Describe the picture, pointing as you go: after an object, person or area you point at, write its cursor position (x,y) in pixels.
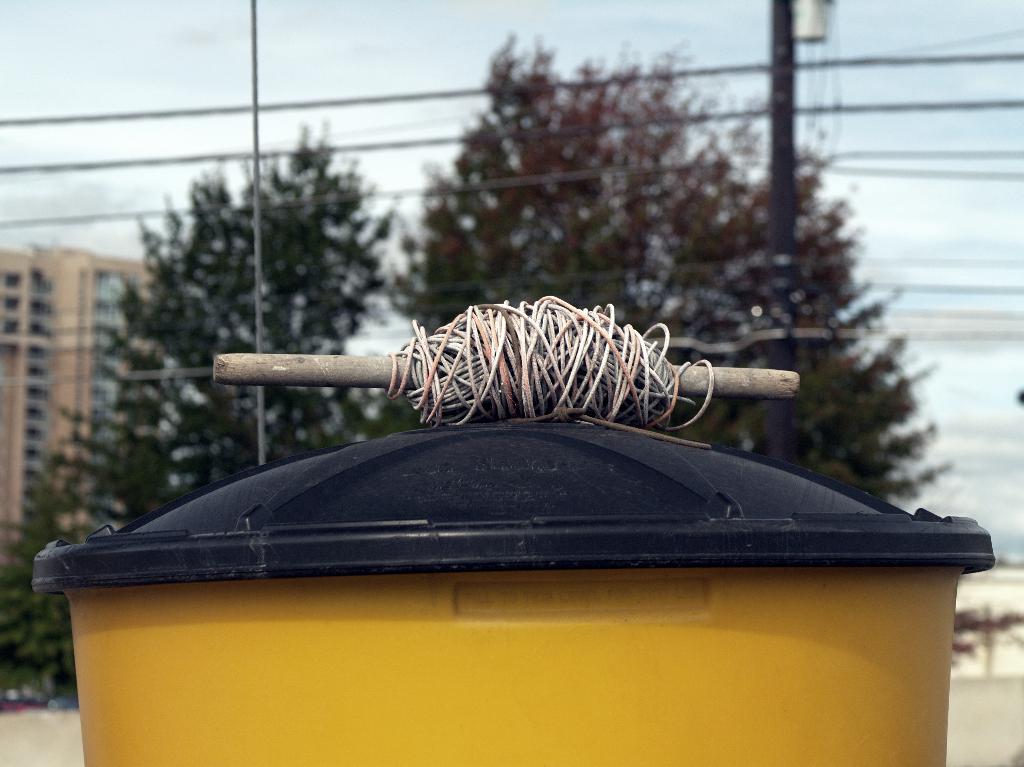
In this image I can see a bin (532,658) which is yellow and black in color and on it I can see a wooden stick (345,371) to which a wire (455,368) is coiled. In the background (495,292) I can see few trees (404,314), a pole (789,409) which is black in color, few wires (991,313), a building (72,343) and the sky (310,81).
